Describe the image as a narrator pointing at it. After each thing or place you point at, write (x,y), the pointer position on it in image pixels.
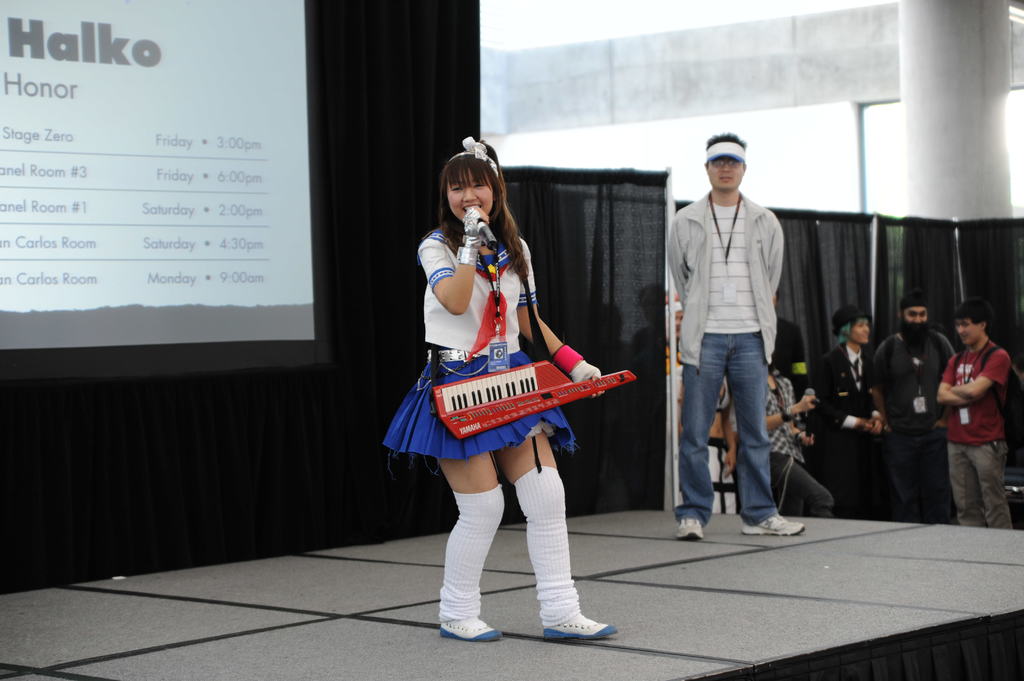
There is one girl (414,421) is performing on a stage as we can see in the middle of this image, she is holding a mic (490,239) and a keytar (497,407). There is one person (689,321) standing on the right side (703,323) to this girl (506,320) is wearing a cap (715,155), and there are some persons (818,405) standing on the right side of this image (841,424). There is a black color curtain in the background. There is a screen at the top left side of this image (154,209) and there is a pillar (935,120) on the top right side of this image (928,132). There is a floor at the bottom of this image (617,595).
